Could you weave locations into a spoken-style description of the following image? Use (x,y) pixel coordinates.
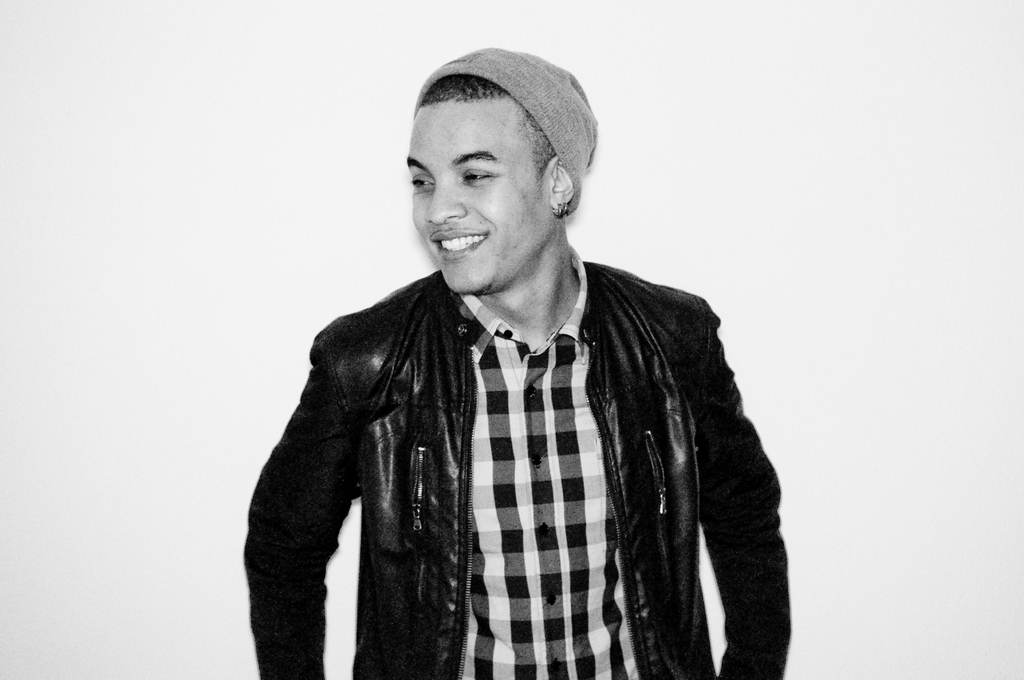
In the foreground of this black and white image, there is a man (529,451) wearing coat (417,406) and cap (535,82) on his head (535,82) and the background (242,282) image is white in color.
